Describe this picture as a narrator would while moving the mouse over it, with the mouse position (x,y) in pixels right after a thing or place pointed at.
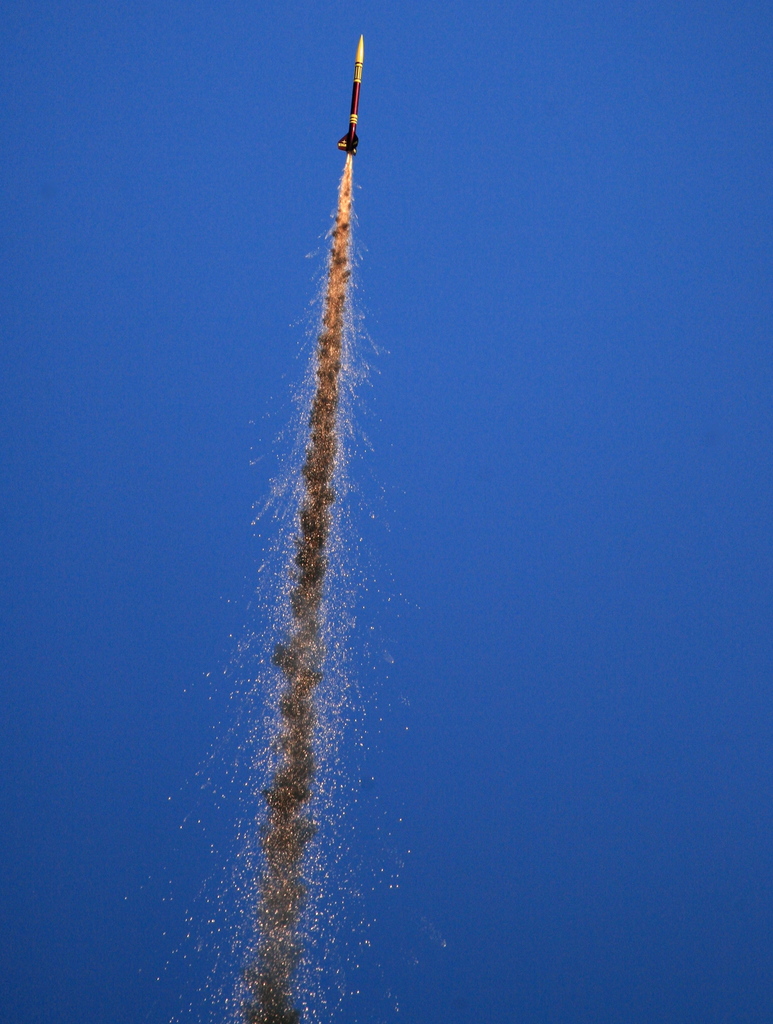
In this image we can see a rocket (354,117) with fire (339,354) and the sky (346,414) in the background (357,289).
